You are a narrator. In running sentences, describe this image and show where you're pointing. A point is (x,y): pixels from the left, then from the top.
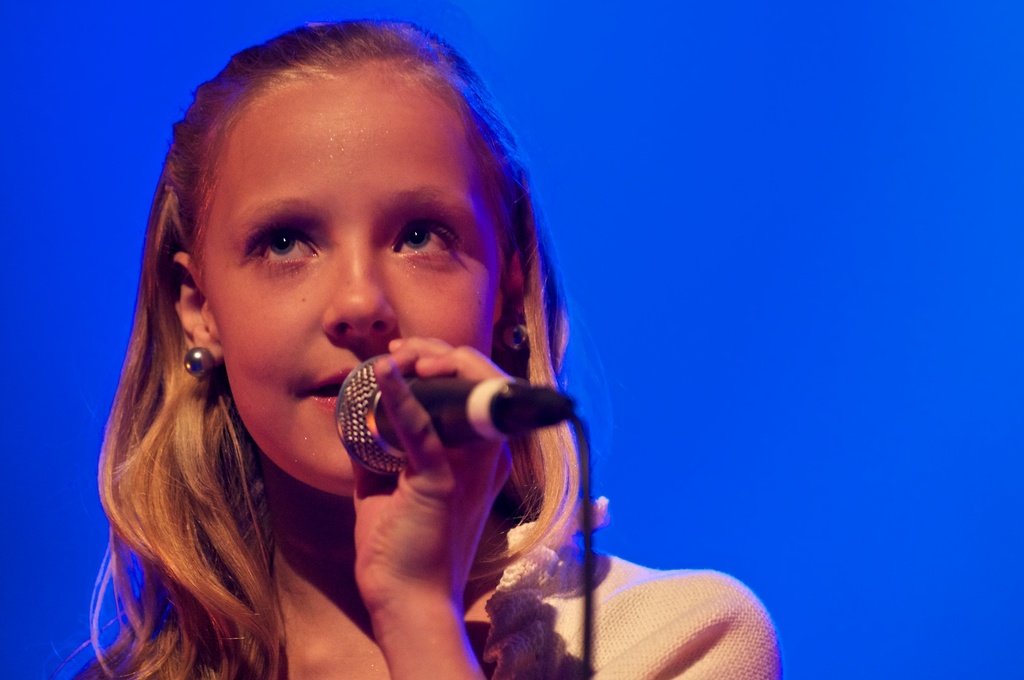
There is a girl (329,287) in the picture holding a microphone (436,406).
